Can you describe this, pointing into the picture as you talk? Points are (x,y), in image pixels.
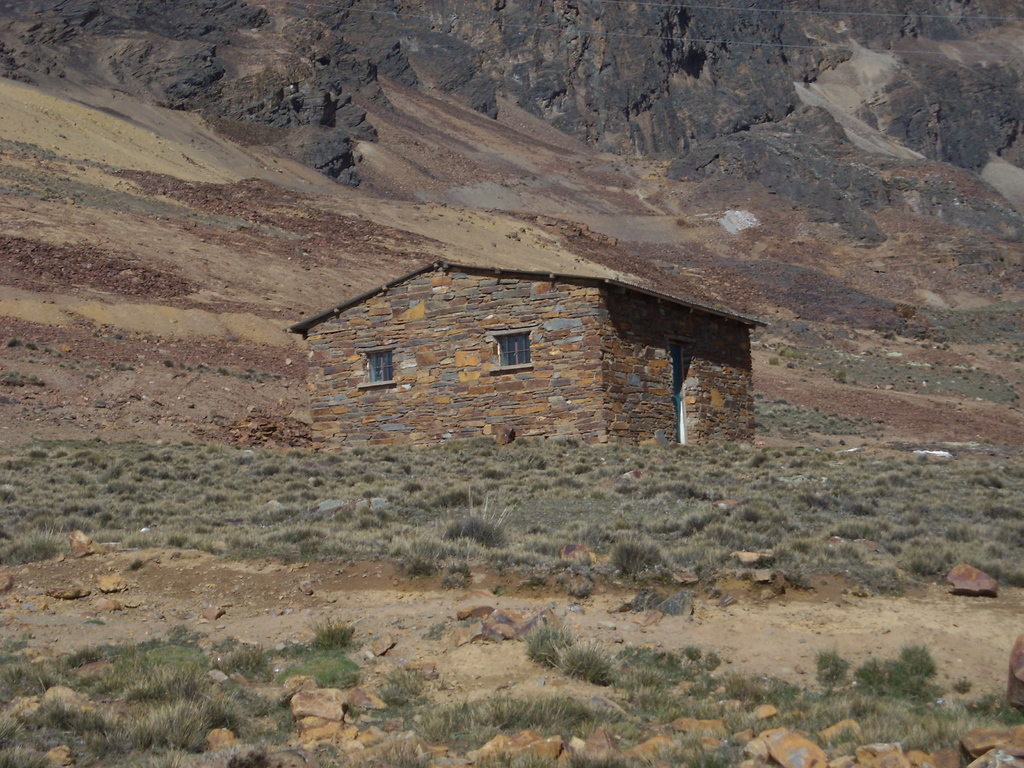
In this picture we can see grass (520,551) and a house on the ground (785,576) and in the background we can see rocks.
